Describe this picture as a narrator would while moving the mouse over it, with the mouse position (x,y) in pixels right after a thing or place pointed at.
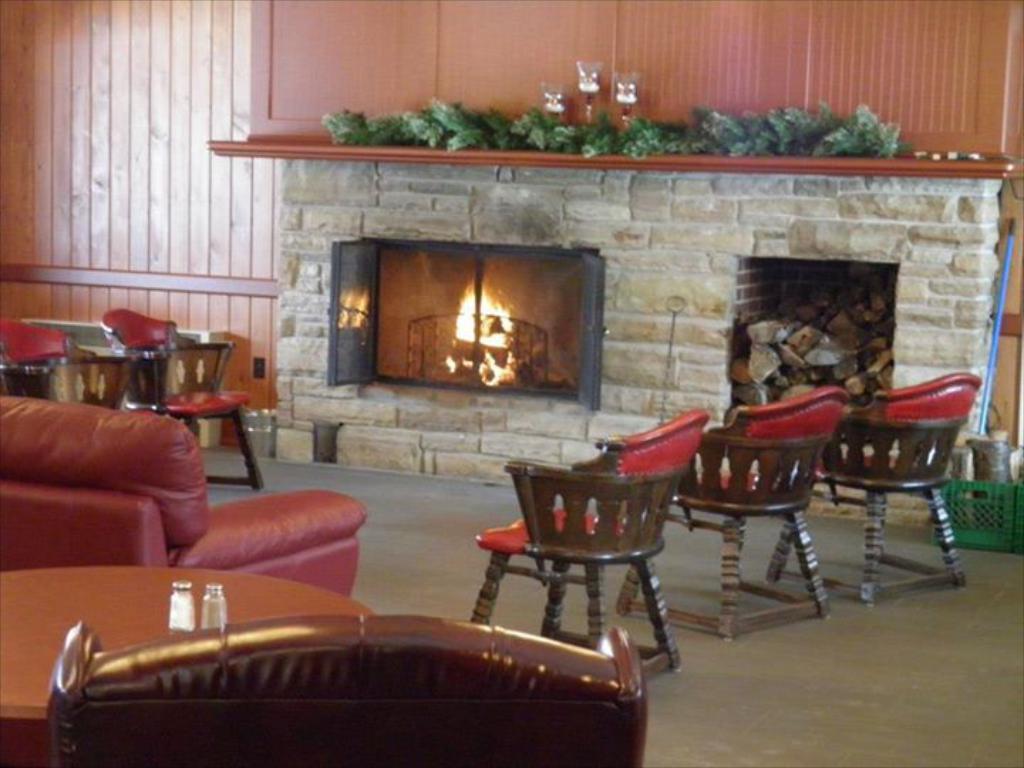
In this image, I can see the chairs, a couch (123,471) and a table (15,677). There are plants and few objects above the fireplace (456,386) and wooden pieces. In the background (162,78), there is a wooden wall (455,51). On the right corner (982,448) side of the image, there are few objects (979,469) on the floor (976,609).
